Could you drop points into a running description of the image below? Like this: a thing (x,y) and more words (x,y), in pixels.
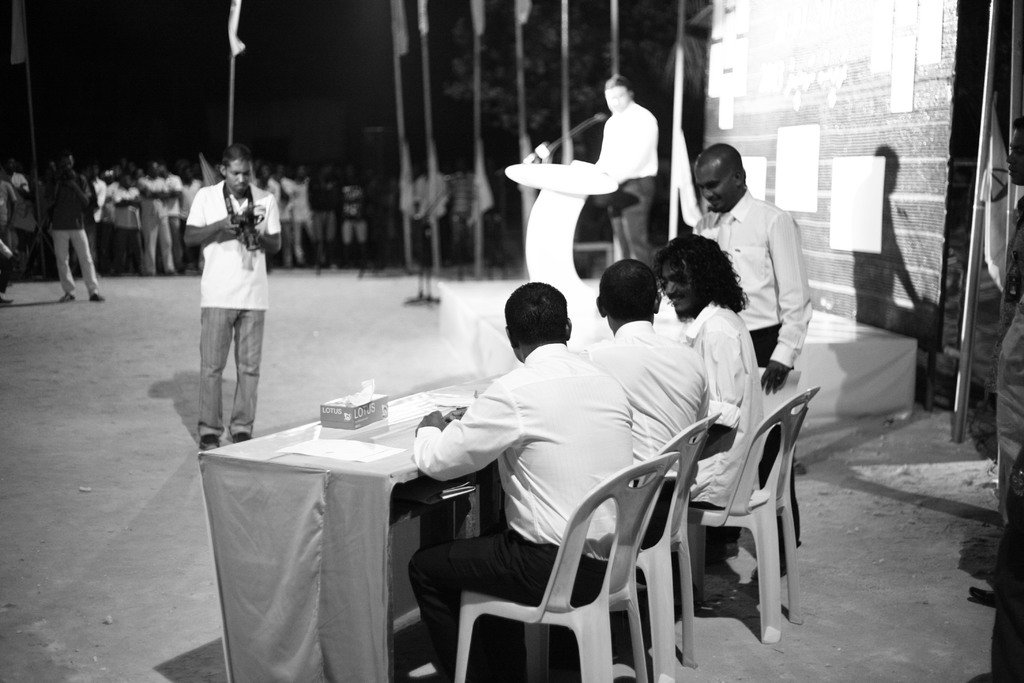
In this picture we can see three people (645,410) sitting on chair (617,476), in the background (168,258) we can see a group of people (134,235) standing and looking at them, in the middle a man (231,265) is standing and looking at digital camera (251,220), on the right side of the picture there is a man (640,169) standing in front of a speech desk (609,177), we can see a microphone (590,121) here, on the right side of the picture (800,79) there is a wall (858,87).
